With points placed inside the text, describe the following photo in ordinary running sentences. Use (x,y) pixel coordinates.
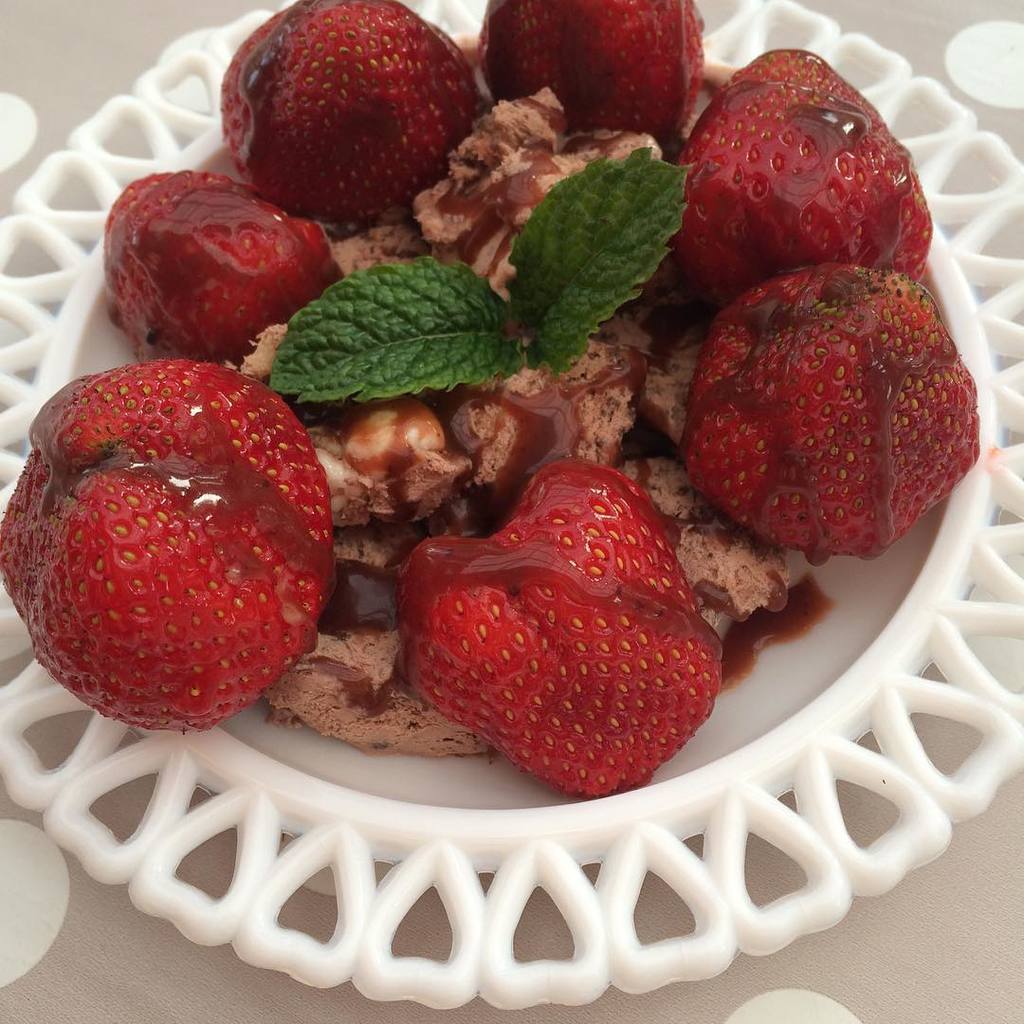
In this image I can see the food (48,648) in the white color plate (974,707). Food (459,541) is in red, green and brown color.
